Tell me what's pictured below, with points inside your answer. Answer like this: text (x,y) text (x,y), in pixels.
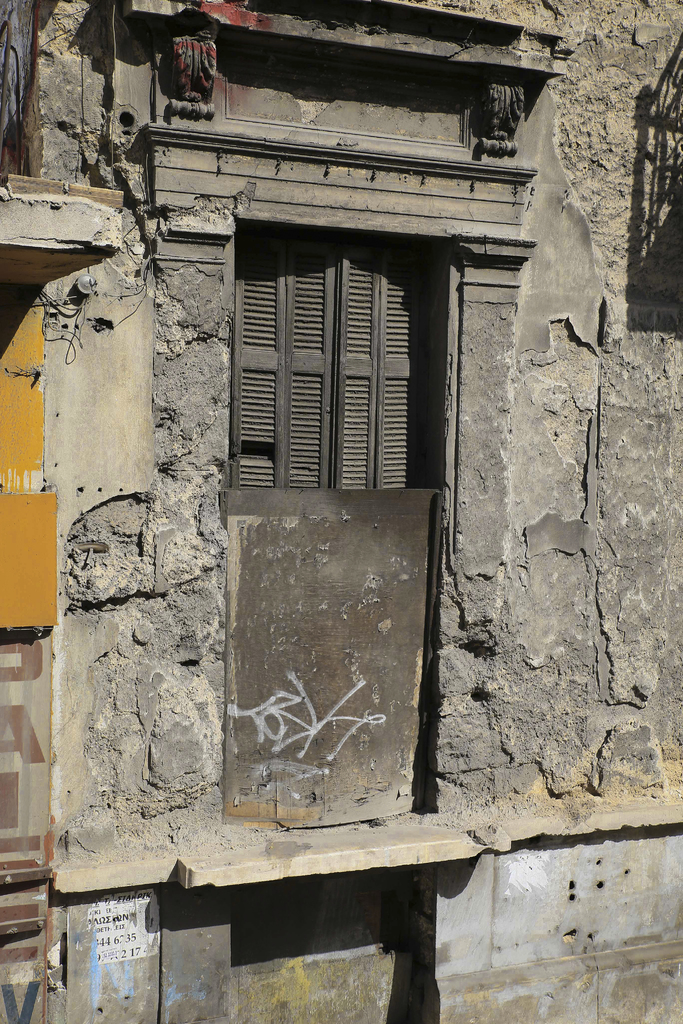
In this image I can see a wall (112,569) along with the window (309,341). On the left side (5,610) there are few boards (9,717) attached to the wall (59,552).
